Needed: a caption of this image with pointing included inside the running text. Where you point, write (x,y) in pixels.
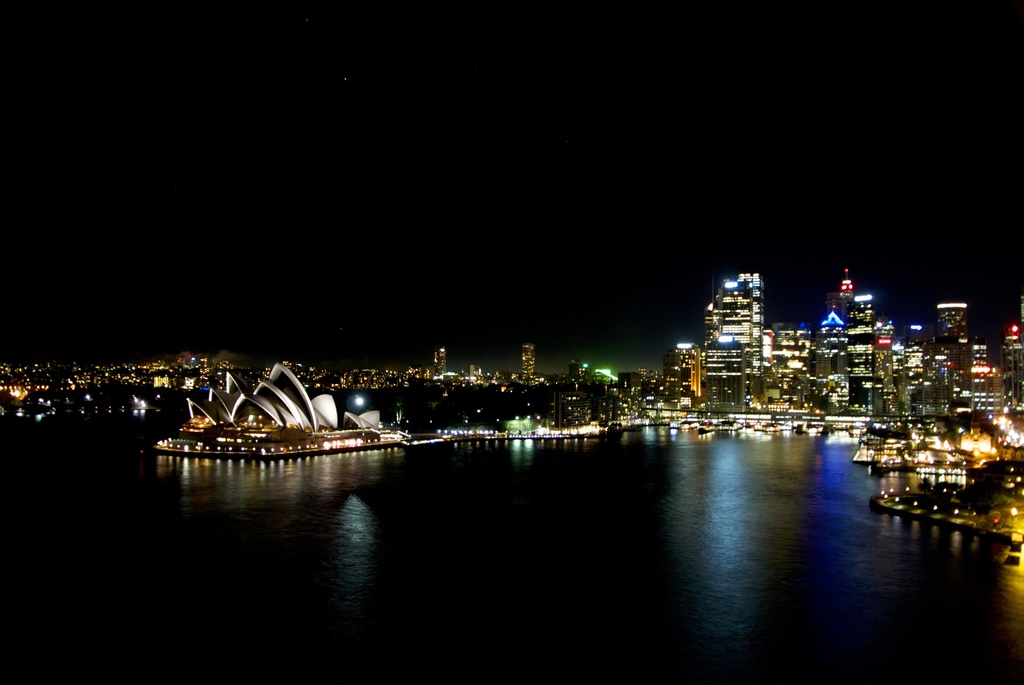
In this image there is a water surface (156,454), in the background (197,413) there is an architecture (298,402), buildings (305,381) and lights (788,355).
